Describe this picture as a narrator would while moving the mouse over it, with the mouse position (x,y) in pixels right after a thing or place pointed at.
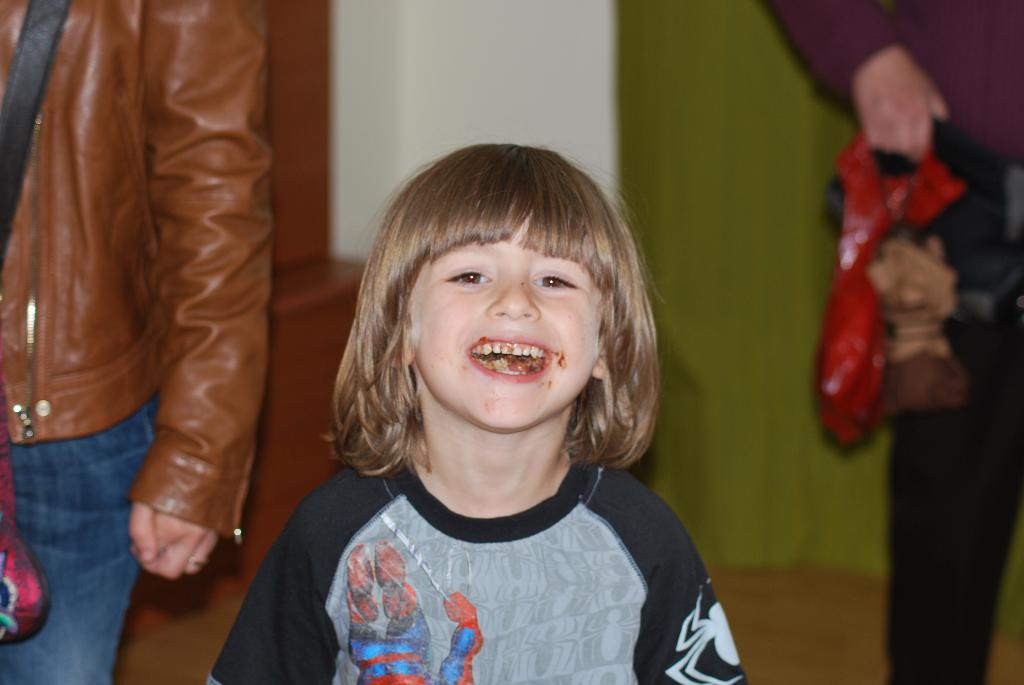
In the center of the image (519,427) we can see a girl (588,416) standing and smiling. In the background (161,254) there are people (110,217) and we can see a wall (557,109) and a curtain (632,181).
